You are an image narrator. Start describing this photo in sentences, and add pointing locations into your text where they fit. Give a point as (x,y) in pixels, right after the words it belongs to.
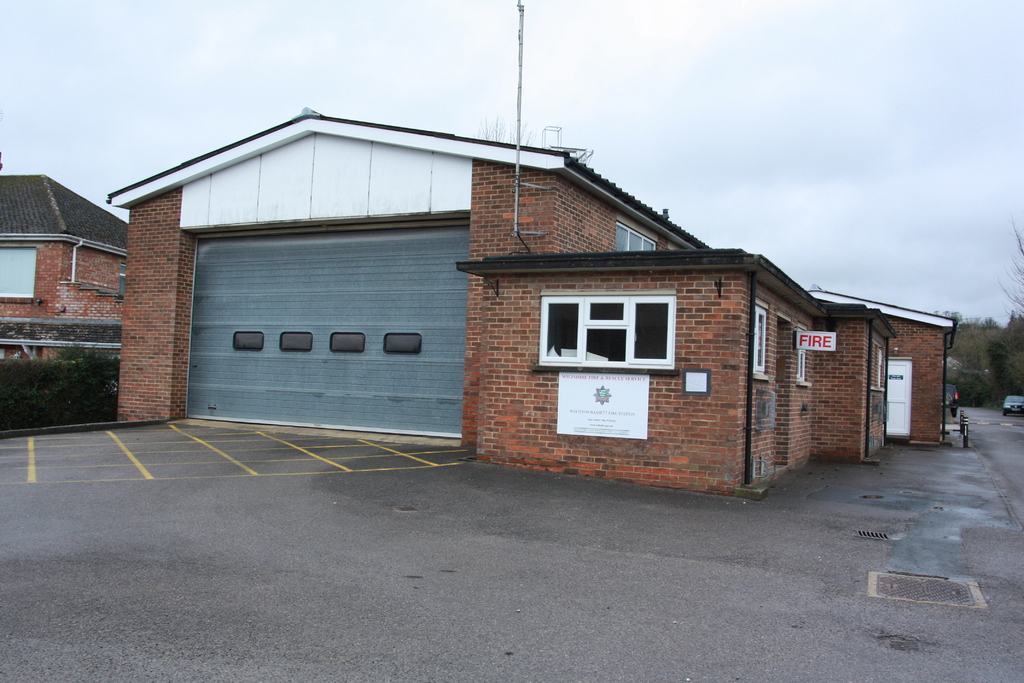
On the left (21,384) I can see some plants (71,365) near to the shelter (271,392). On the right (897,379) I can see the door (898,365), poles (871,363), sign boards (813,339) and window (620,362). In front of the door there are poles (959,415) which are on the road (954,434). In the background (954,434) I can see the car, road (1008,425) and many trees (1020,360). At the top (331,41) I can see the sky (425,37) and clouds (407,34).
